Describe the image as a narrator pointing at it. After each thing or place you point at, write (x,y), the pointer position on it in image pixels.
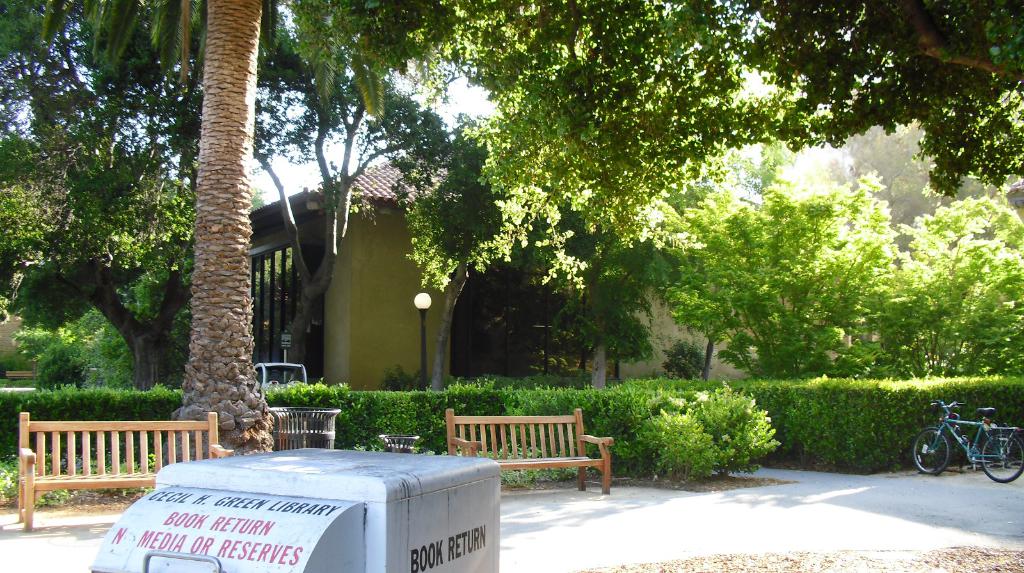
In this image we can see two wooden benches (197,430) and a cycle (944,459), between the wooden benches (217,432) there is a tree (237,403) and a trash can (291,421), behind the tree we can see bushes (734,395), trees (741,294), a house (411,308) and a lamp post (426,312).
